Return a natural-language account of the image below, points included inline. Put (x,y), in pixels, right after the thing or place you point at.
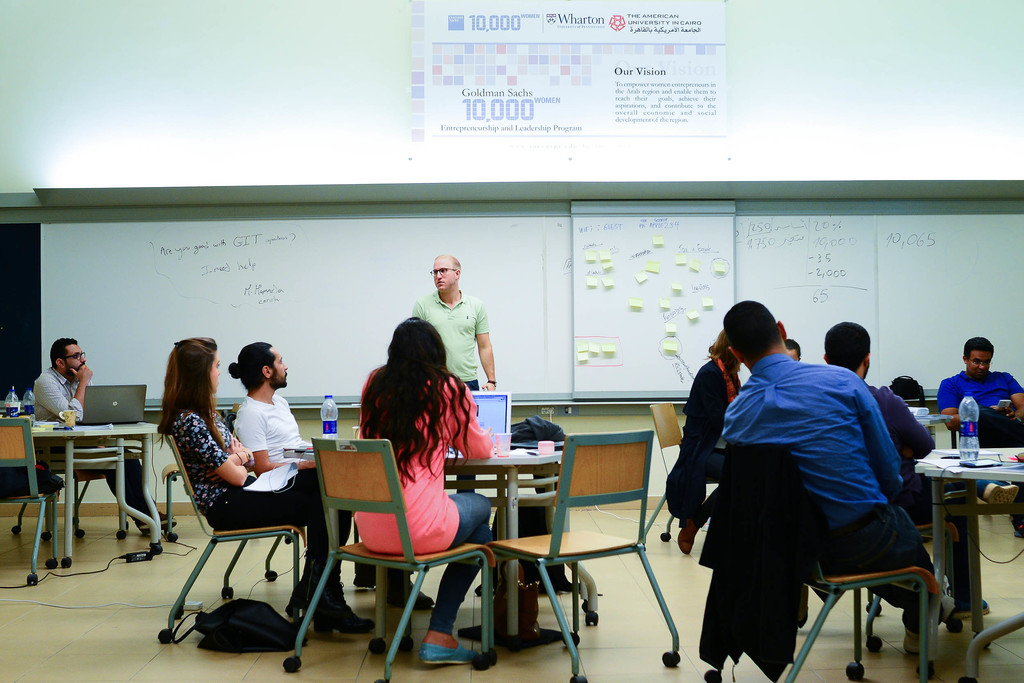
In this picture we can see some persons (894,464) are sitting on the chairs (327,439). These are the tables (481,464). On the table (145,450) there are laptops (126,405), and bottles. On the background (694,330) there is a wall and this is board (341,347). Here we can see a man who is standing on the floor (641,650). And this is screen (577,98).
